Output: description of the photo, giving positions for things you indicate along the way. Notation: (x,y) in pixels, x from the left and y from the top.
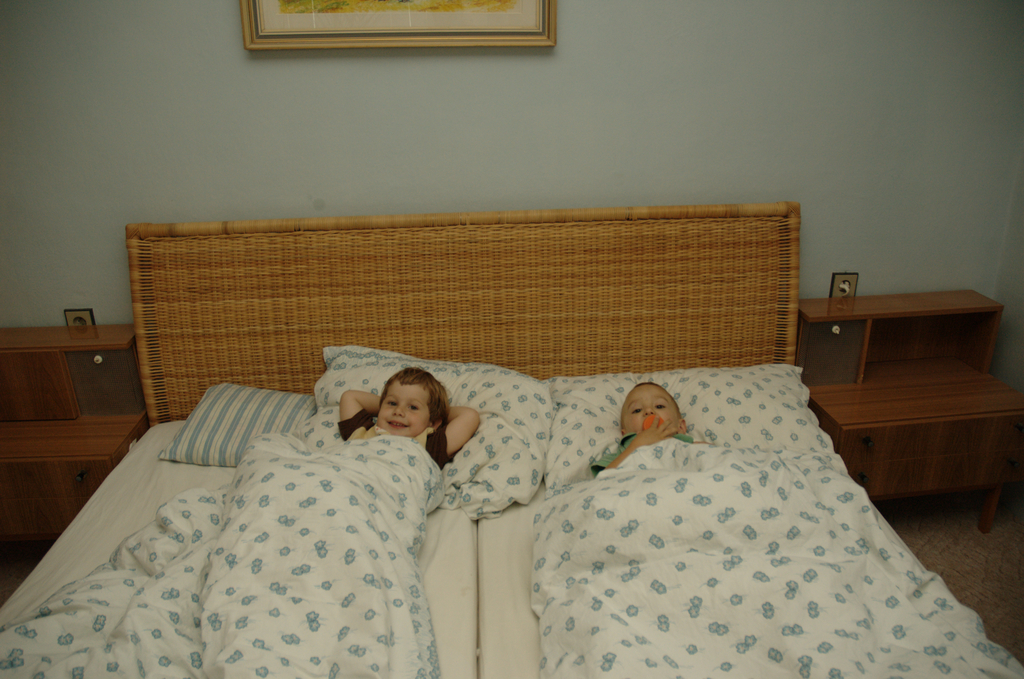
In this picture we can observe two children (416,429) lying on the bed (530,434). There are blankets (345,507) over them. We can observe pillows (508,389). On either sides of the bed (539,296) we can observe desks (895,339). In the background (363,102) we can observe a photo frame (460,39) fixed to the wall (333,123).
